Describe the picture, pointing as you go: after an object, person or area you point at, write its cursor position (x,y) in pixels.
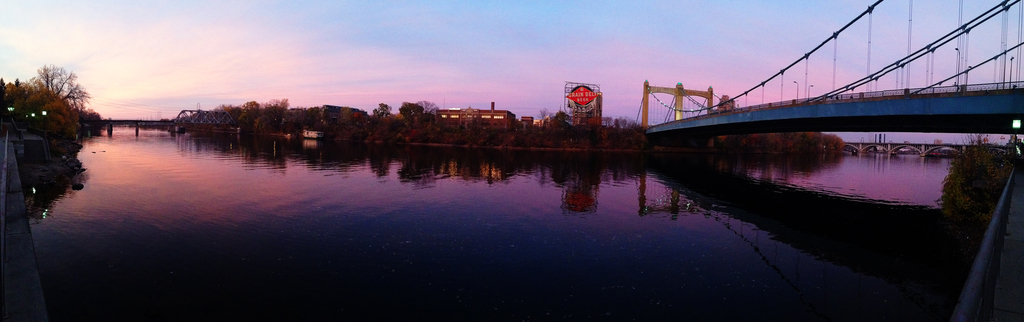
In this picture we can see a boat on the water (220,182), bridges (193,123), buildings (478,118), trees (420,106), name board (583,108), some objects (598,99) and in the background (615,53) we can see the sky (381,69).
